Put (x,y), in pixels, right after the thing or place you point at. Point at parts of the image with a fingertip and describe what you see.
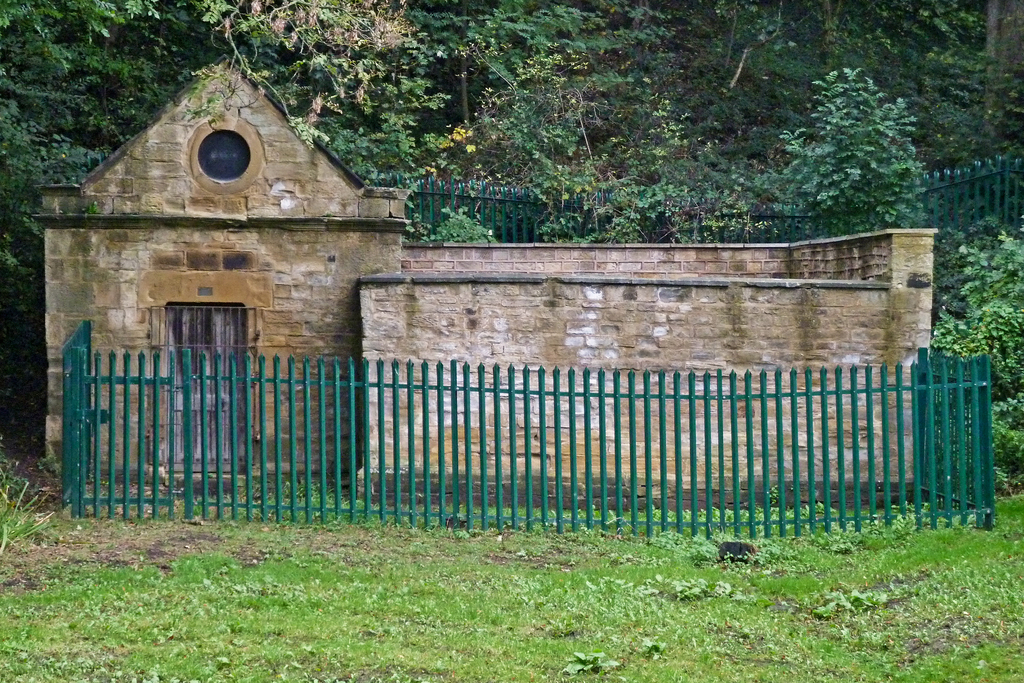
To this house (344,310) there is a door (235,312). In-front of this house (274,255) there is a fence (254,439) and grass (680,586). Background (21,60) we can see grill (521,229) and trees (271,55).
